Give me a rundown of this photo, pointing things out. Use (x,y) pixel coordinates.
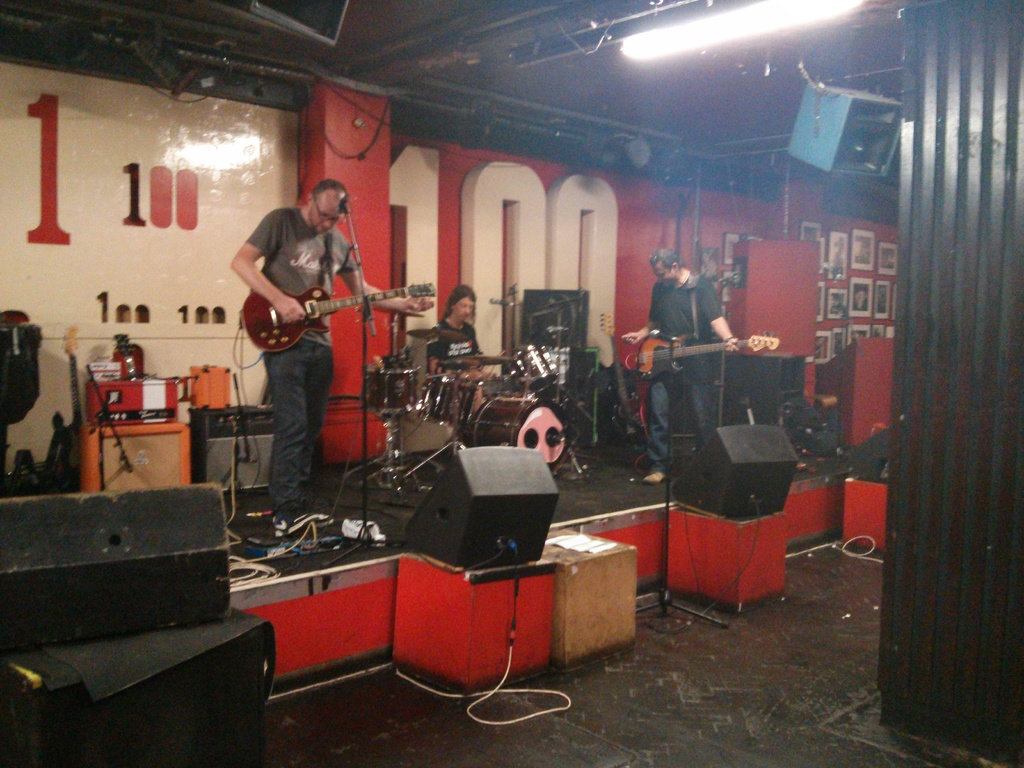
Here we can see a group of people (464,293) and in that a couple of people (682,319) are playing guitars (661,363) and the person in the middle (500,360) is playing drums (512,360) with microphones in front of them.
